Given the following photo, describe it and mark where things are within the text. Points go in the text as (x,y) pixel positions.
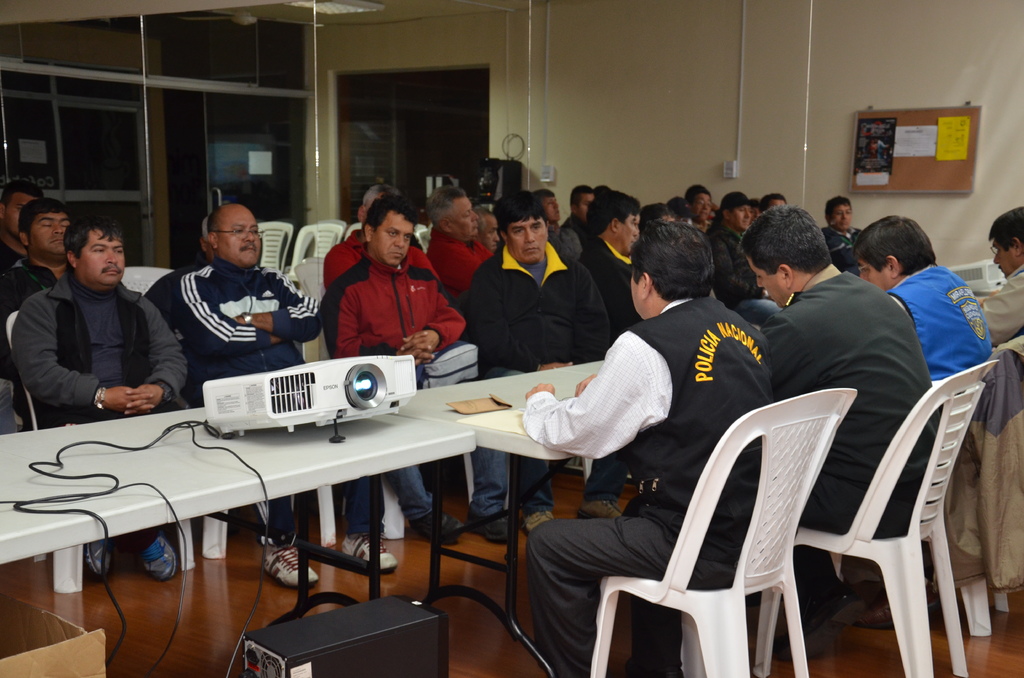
In the picture we can find a group of people (637,490) sitting on chairs (776,520) near the table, On the table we can find the projector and under the table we can find CPU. In background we can find doors (42,131), wall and notice board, and some switches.
